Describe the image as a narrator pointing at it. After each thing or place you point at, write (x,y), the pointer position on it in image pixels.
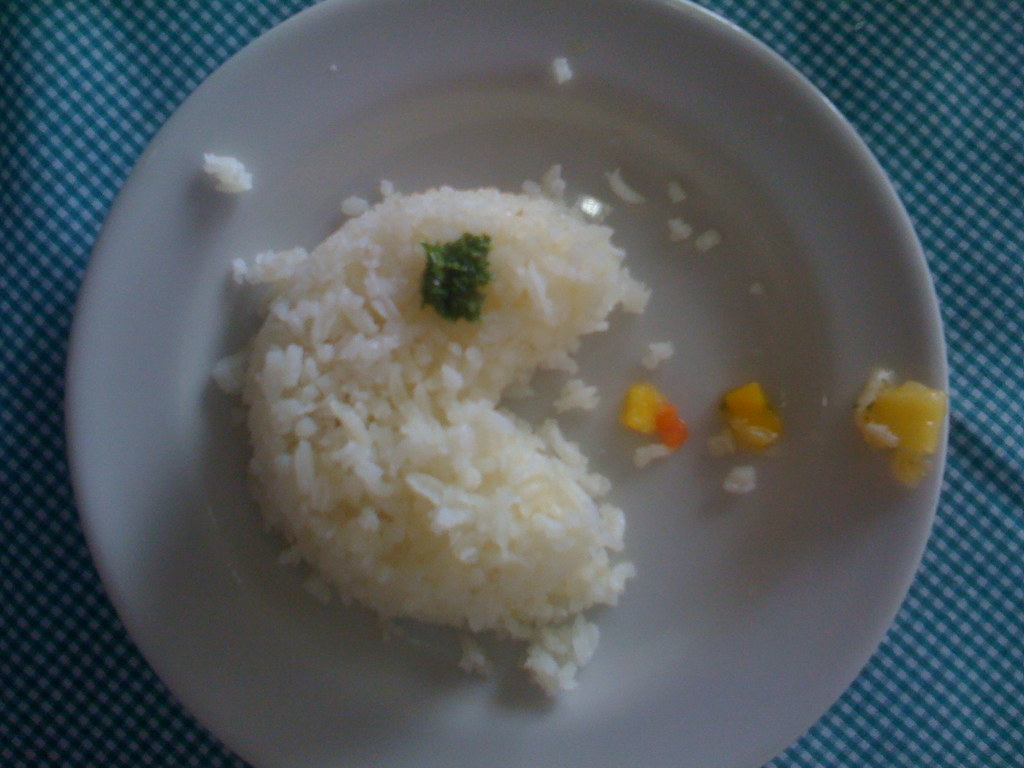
In this image I can see a white colored plate (829,195) on the green and white colored cloth (925,105). On the plate (700,194) I can see some rice (511,367) which is white in color, a herb (440,251) which is green in color and few other yellow colored pieces (916,404).
